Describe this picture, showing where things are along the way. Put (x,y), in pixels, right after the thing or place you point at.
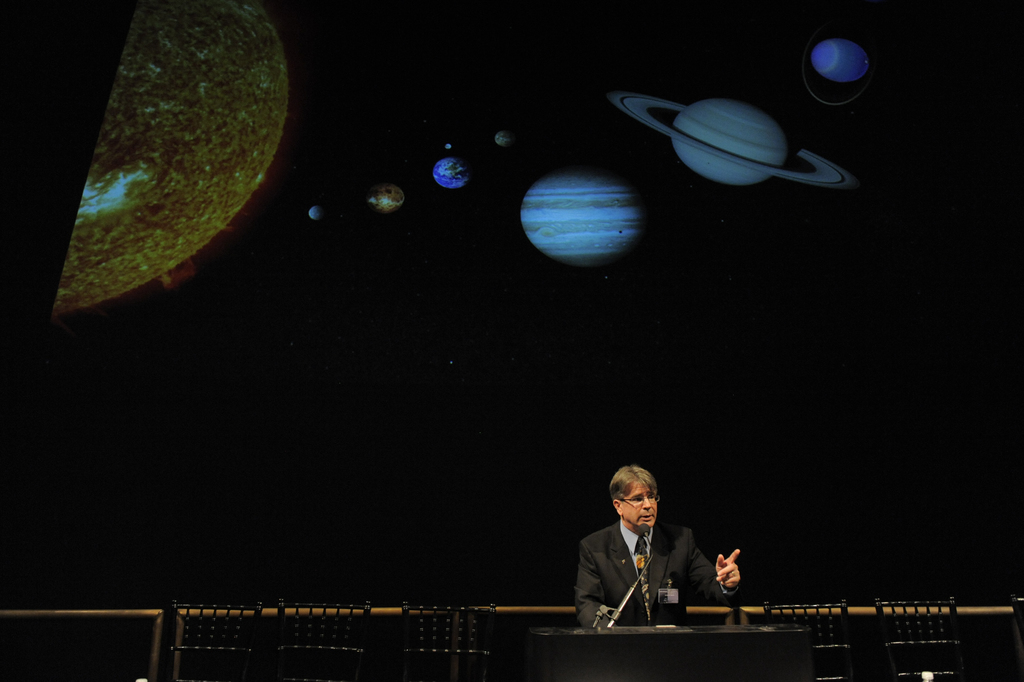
In this image I can see the person (612,595) standing in front of the podium (649,645) and the person (595,582) is wearing black color blazer (585,568) and I can also see the microphone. In the background (539,396) I can see the screen (238,271), in the screen (370,303) I can see few planets (704,172).
